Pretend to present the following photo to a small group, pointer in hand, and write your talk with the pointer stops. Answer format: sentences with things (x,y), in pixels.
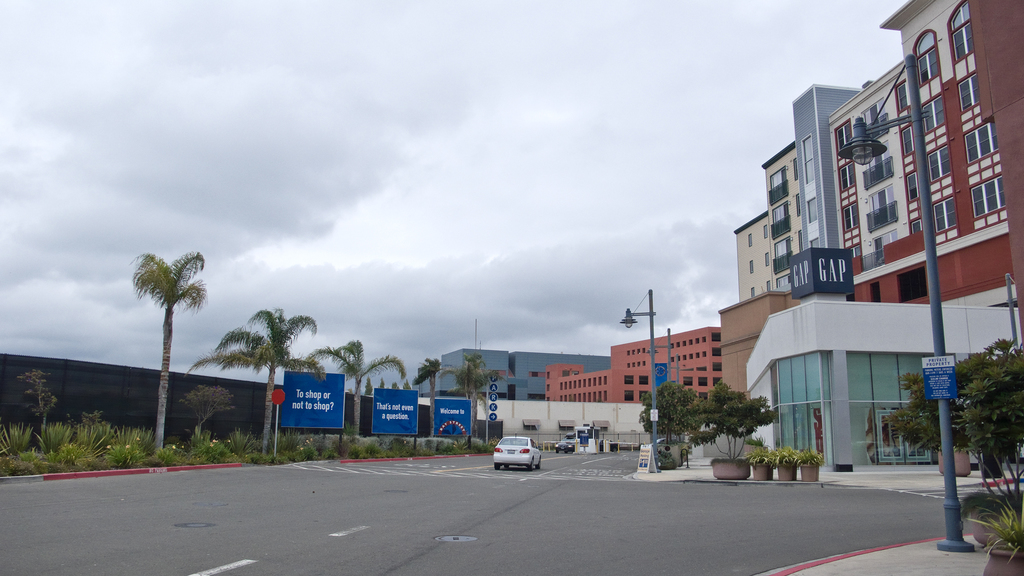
There are cars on the road (560,533). Here we can see boards (313,418), plants (320,436), trees (1016,412), poles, wall (32,362), and buildings (835,354). In the background (584,255) there is sky (483,210) with clouds (630,218).
